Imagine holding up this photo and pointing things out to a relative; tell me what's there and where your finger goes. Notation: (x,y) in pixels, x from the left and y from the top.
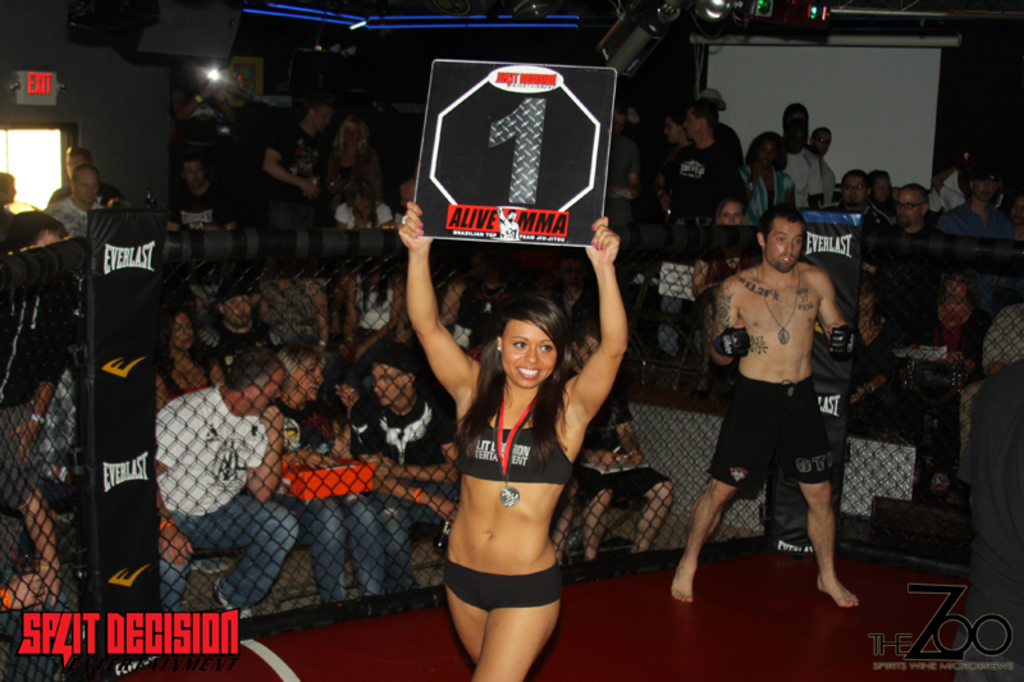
In this picture there is a girl (608,308) in the center of the image (527,242), by holding a number board (448,178) in her hands (594,239) and there are people (284,358) those who are sitting as audience (10,334) in front of the boundary (559,249) and there is a boxer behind the girl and there are lights (650,9) at the top side of the image (638,16) and there is a projector screen (826,44) in the background area of the image (869,169).
